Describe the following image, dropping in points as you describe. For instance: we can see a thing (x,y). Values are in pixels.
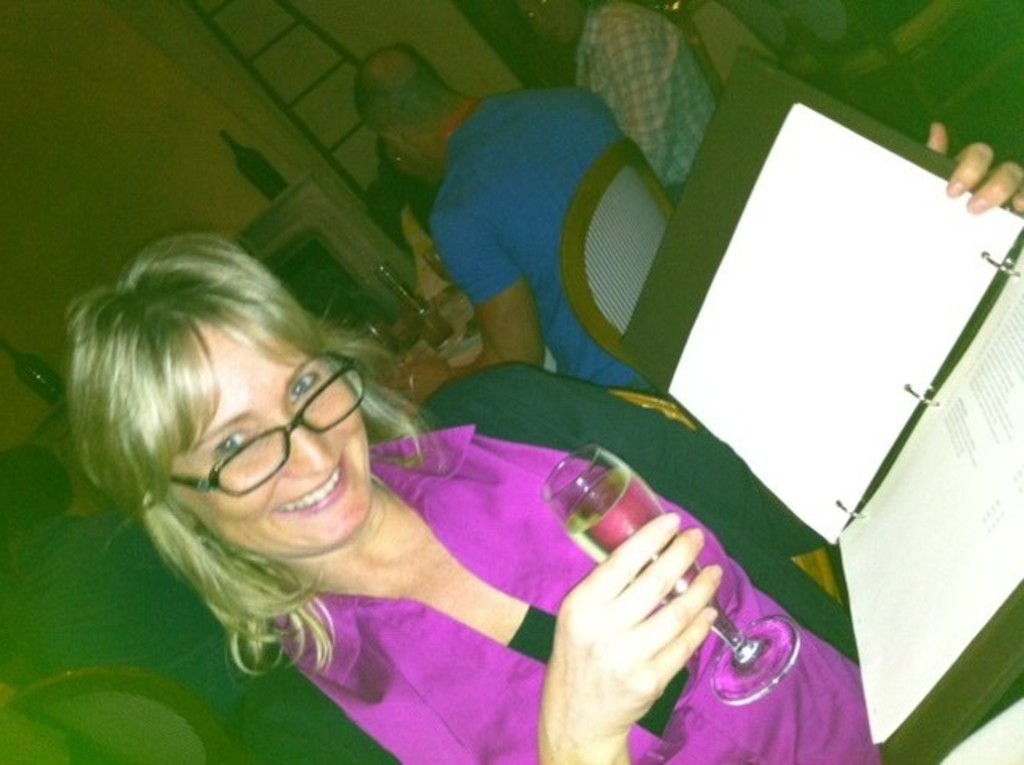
In the image in the center (468,505) we can see one woman (499,649) sitting on the chair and she is smiling, which we can see on her face (328,500). And she is holding wine glass (567,508) and file (903,418). In the background (670,213) we can see wall (156,120), wine bottles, ladder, table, chairs (579,277), few people (555,327) sitting on the chair (619,224) and few other objects (306,270).
